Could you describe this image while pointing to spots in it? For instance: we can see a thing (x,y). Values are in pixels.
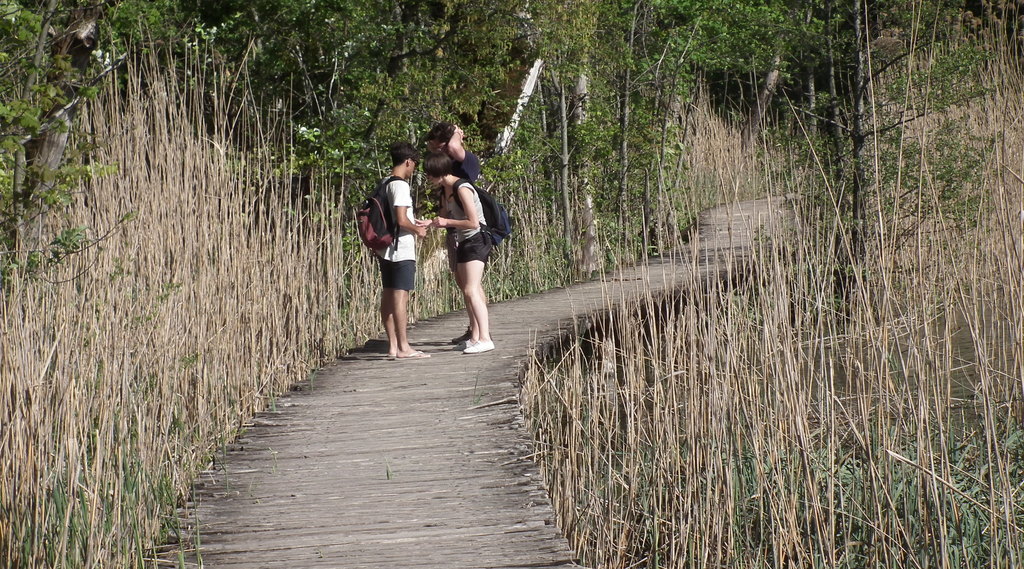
Here we can see three persons (455,257). This is grass (735,407). In the background (595,33) there are trees (767,121).
